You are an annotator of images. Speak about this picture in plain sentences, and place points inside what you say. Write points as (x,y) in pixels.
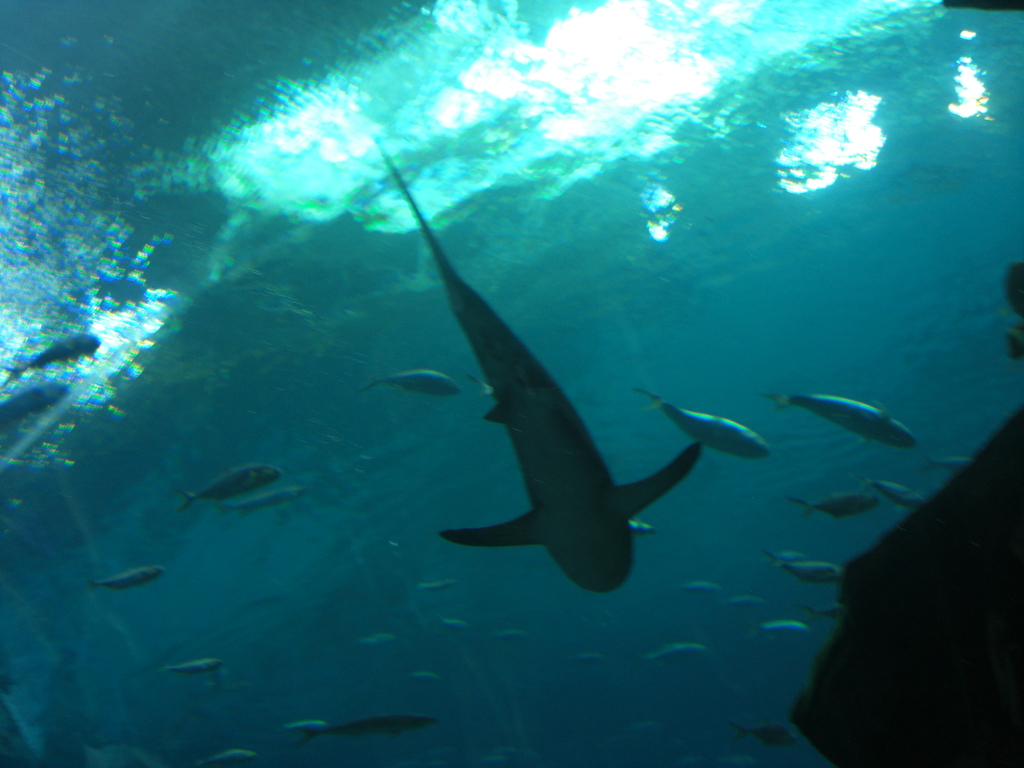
In this picture we can see few fishes (546,486) in the water (584,409).
